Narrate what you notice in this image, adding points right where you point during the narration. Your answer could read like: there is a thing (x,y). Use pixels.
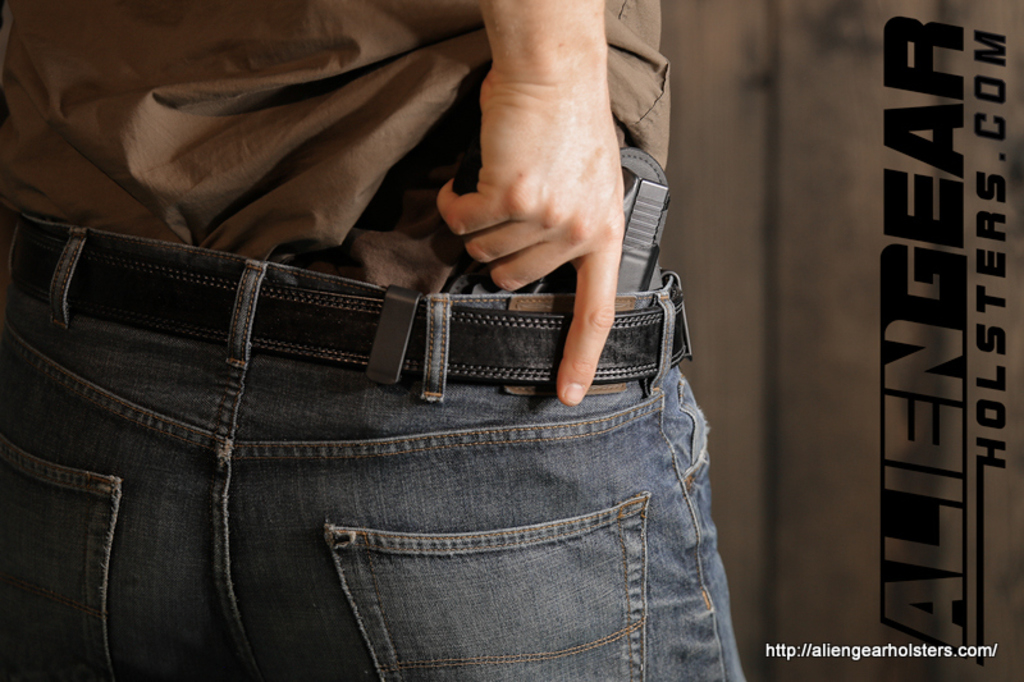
In the image a person (679,371) is standing and holding a weapon (657,197).
